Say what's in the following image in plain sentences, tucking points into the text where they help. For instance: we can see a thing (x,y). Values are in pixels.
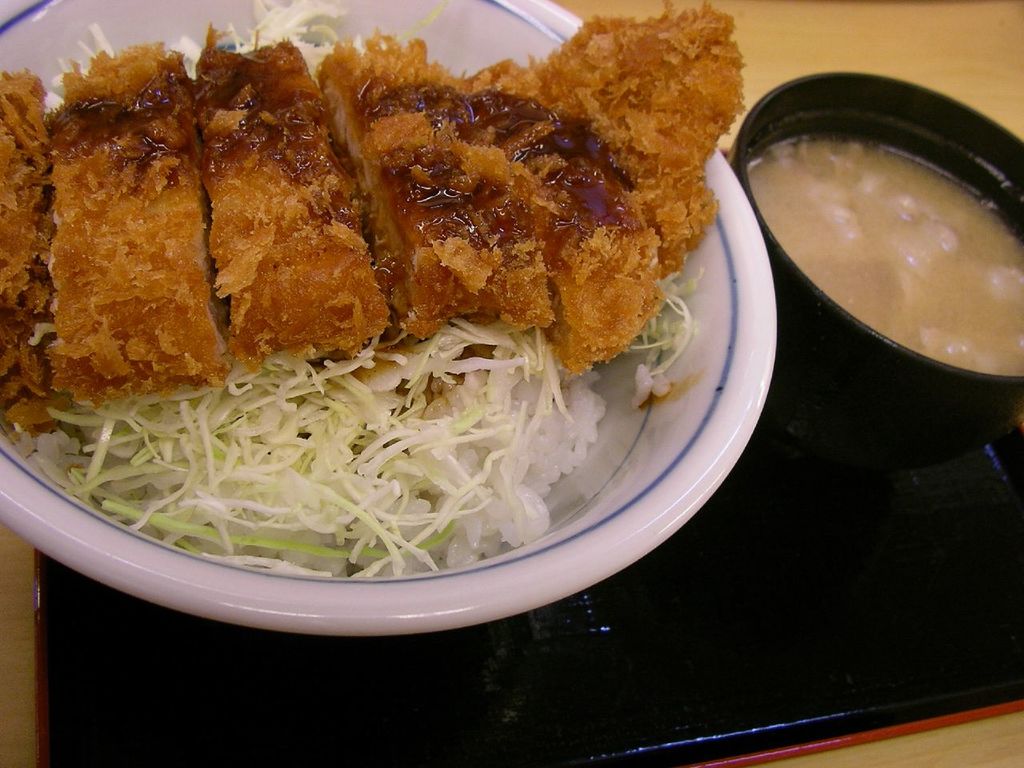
In this image, we can see a bowl (543,445) contains some food (336,356). There is a soup bowl (885,267) on the right side of the image (954,383). There is an object (687,693) at the bottom of the image (626,678).
